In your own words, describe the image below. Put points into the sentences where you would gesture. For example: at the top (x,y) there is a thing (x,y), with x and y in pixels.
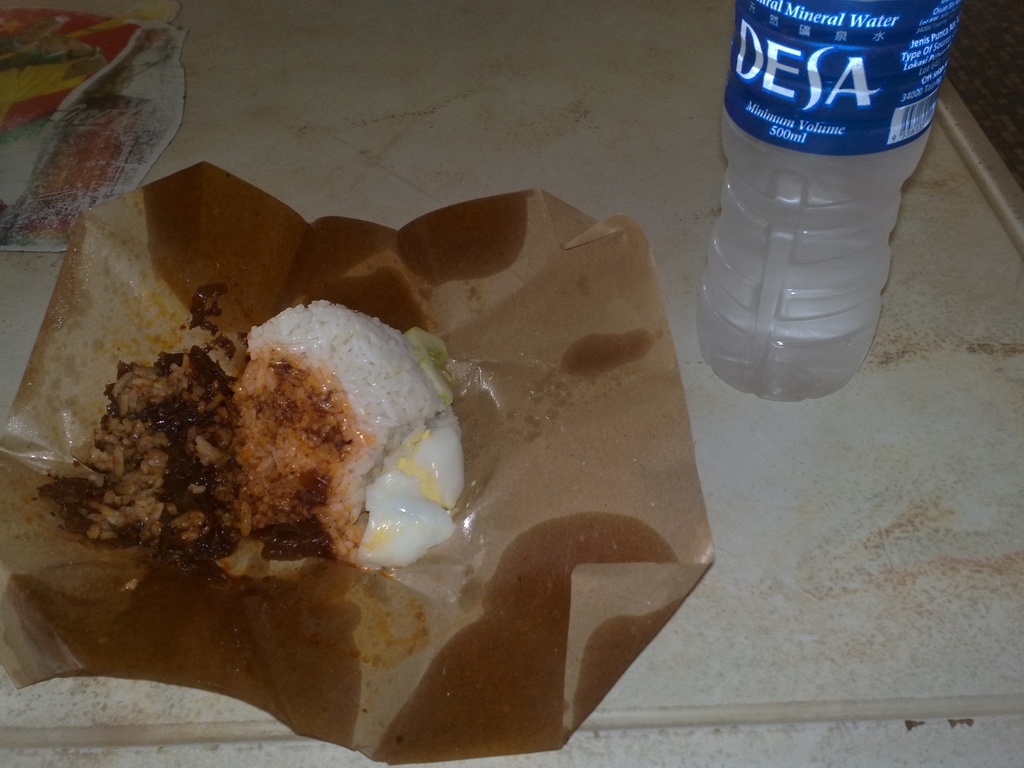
In this picture I can see food (316,482) in the paper (553,473) and I can see a water bottle (782,226) on the side.
